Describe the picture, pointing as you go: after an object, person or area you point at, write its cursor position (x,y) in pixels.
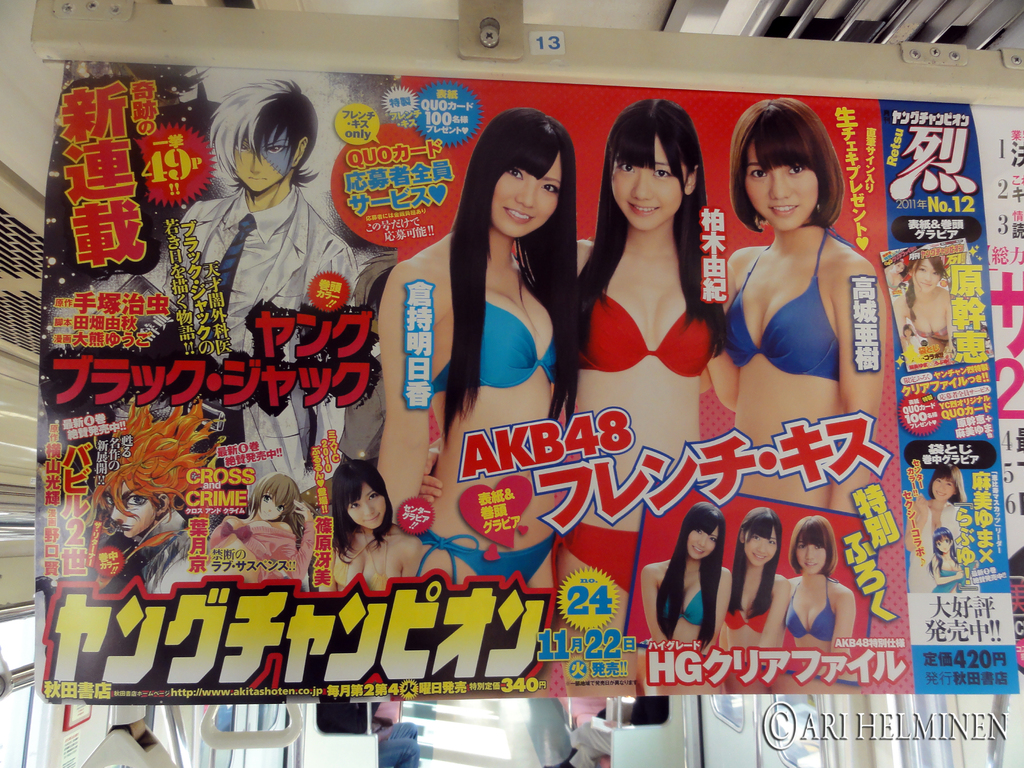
This image is taken in a train (235,10). At the bottom of the image (594,744) a few people (591,730) are sitting on the seats (364,730) and there are two handles (238,735) and there is a door (271,722). In the middle of the image (670,268) there is a board (380,582) with a few images (146,511) and text (987,613) on it.
